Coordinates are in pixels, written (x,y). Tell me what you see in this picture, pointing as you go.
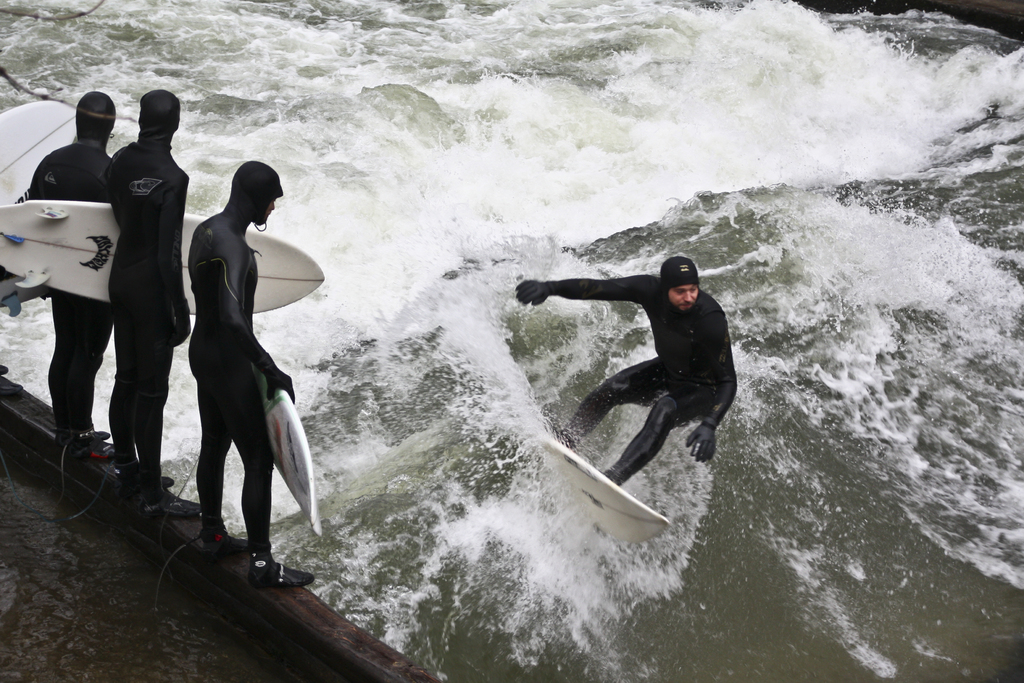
He was on top of a surfboard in the water (648,332). On the left side (237,248) persons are holding a surfboard (290,264).
